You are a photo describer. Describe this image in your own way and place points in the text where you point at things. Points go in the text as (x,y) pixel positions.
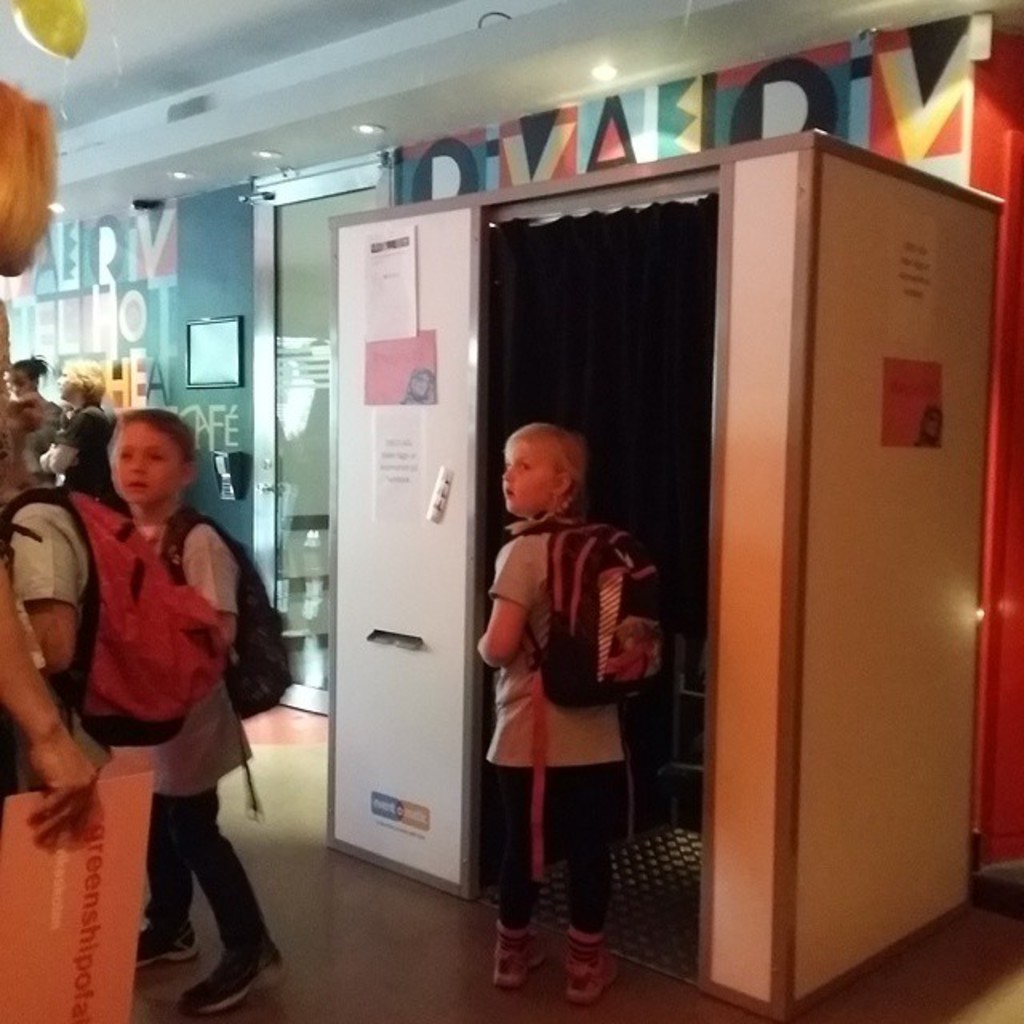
Here we can see children (52,556) and cabin (437,434). On this cabin (485,461) there are posters (426,390). This is curtain (521,418). These children (502,658) wore bags (190,596). This person (1,118) is holding a card (114,787). Background (635,135) there is a colorful wall (593,144). Picture (215,364) and device (228,486) is on the wall (225,272). This is a glass door (327,290). Lights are attached to the ceiling (228,175).
